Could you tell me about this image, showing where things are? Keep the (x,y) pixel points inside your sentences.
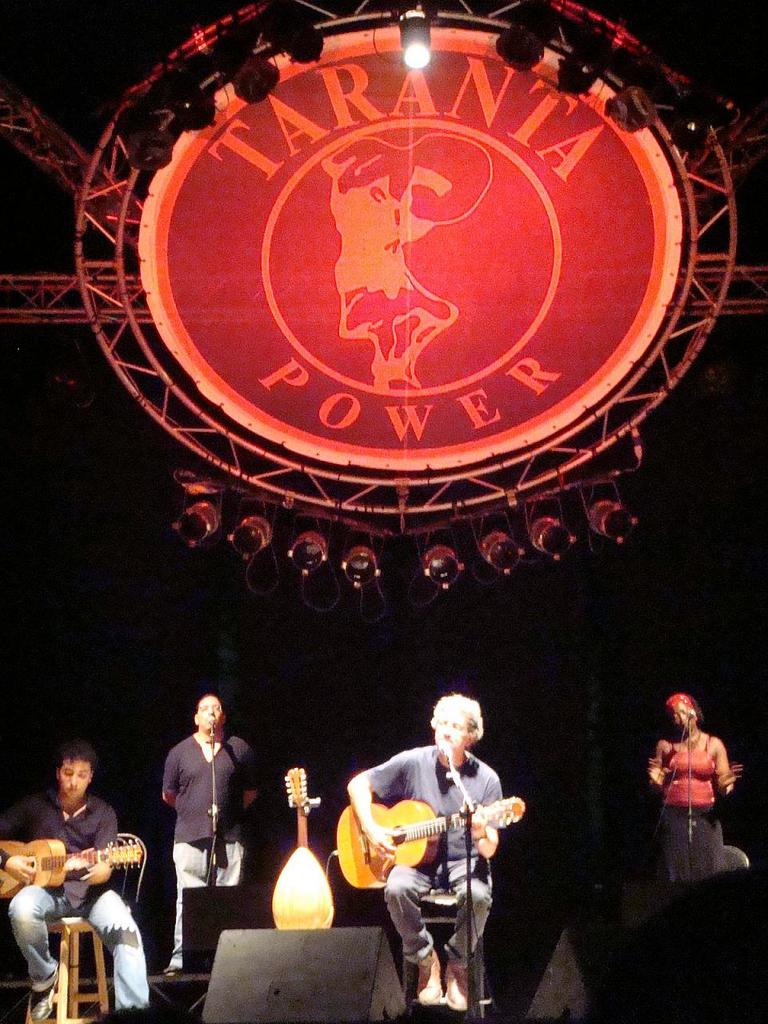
In this picture we can see 4 people (395,881), 2 are sitting, 2 are standing. Left most person (79,860) is sitting on chair (64,971) and holding guitar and seems like playing it and the next person (218,801) to his left is behind the microphone (211,763) and the left person (467,775) to him is also having guitar (357,846) in his hand (480,829), he seems like playing it and at the bottom (710,839) right of the picture (711,791) we have a lady (696,770) behind microphone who seems like singing and here we can see the term taranta power, it may be the musical concert name.
